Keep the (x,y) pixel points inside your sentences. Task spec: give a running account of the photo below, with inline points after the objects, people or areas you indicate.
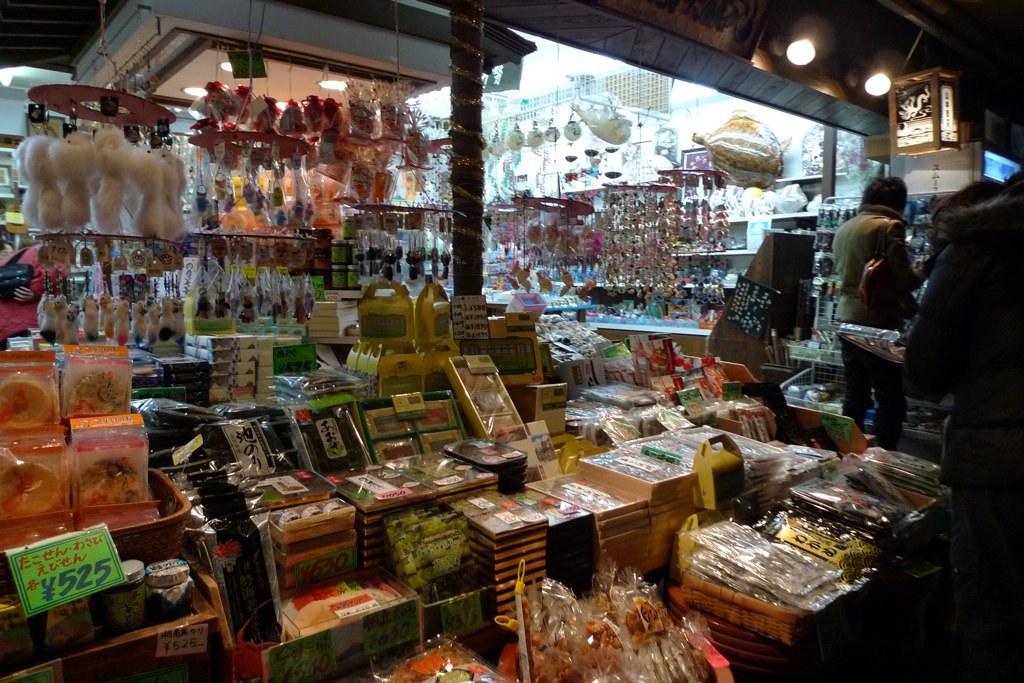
In the picture we can see a gallery store (418,611) with full of keychains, toys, and near the store (911,433) we can see some people (980,488) are standing and to the top of the store (728,64) we can see two lights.
